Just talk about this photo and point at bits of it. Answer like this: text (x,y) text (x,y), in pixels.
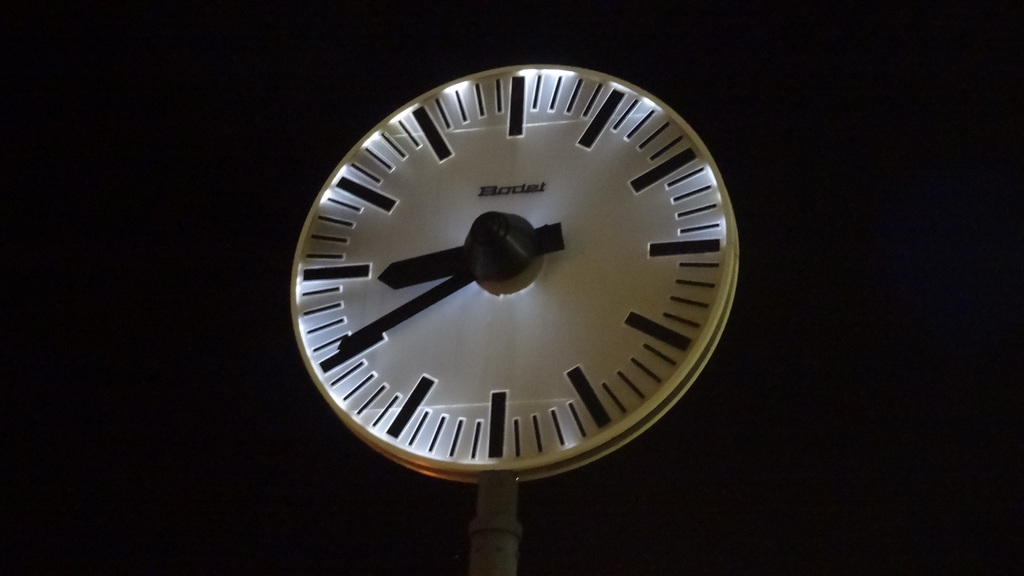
This is a zoomed in picture. In the center (464,363) there is a white color clock (520,301) with the black color hands (422,266) and we can see the text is written on the face (519,195) of the clock (486,197) and the clock (501,468) is attached to the pole (501,488). The background of the image (858,179) is very dark.
